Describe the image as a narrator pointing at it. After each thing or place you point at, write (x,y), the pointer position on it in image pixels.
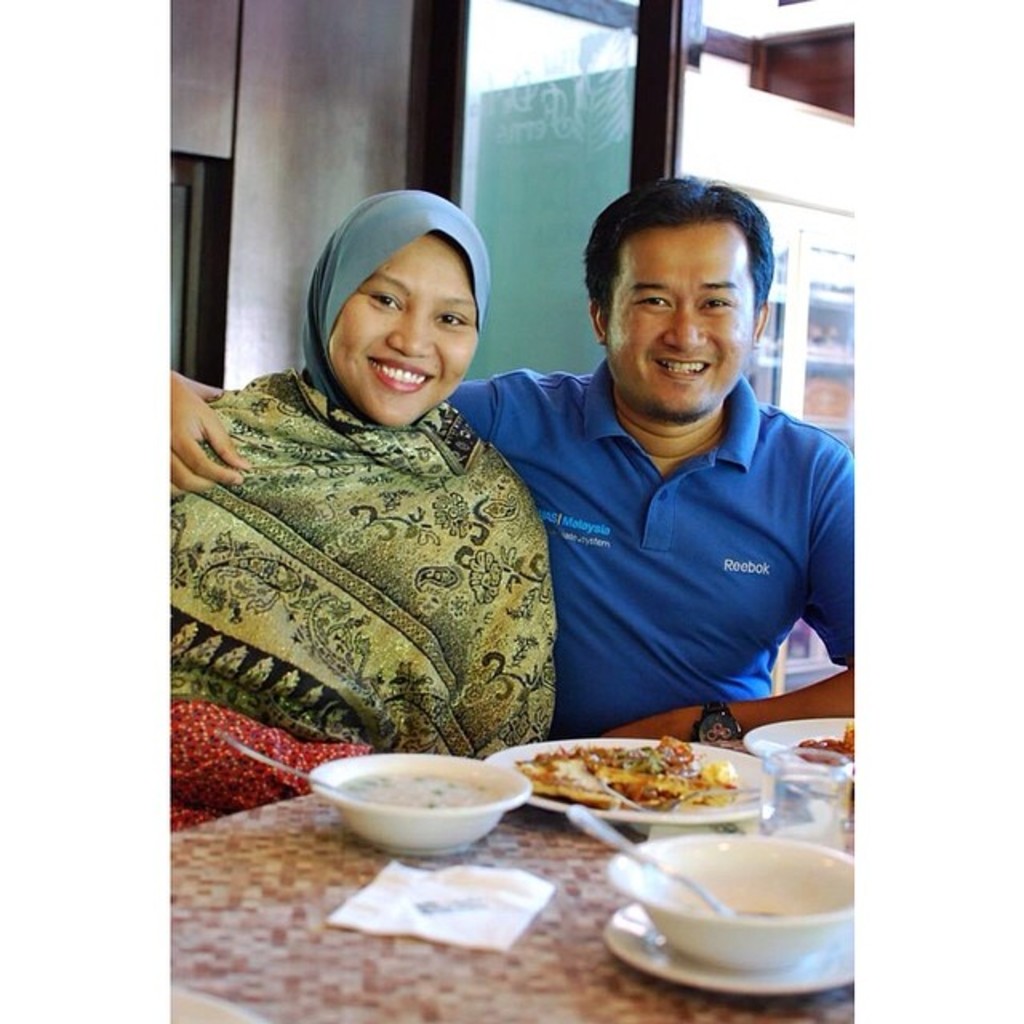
In this image we can see two persons (778,548) sitting in front of a table (172,881). One woman (549,605) is wearing a headscarf (320,288) and the person (793,523) is wearing blue shirt (723,464) and a watch (710,732). On the table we can see group of bowl (393,812) in which food (567,781) is placed, a glass (827,792) and a tissue paper (483,917). In the background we can see door (634,103).
